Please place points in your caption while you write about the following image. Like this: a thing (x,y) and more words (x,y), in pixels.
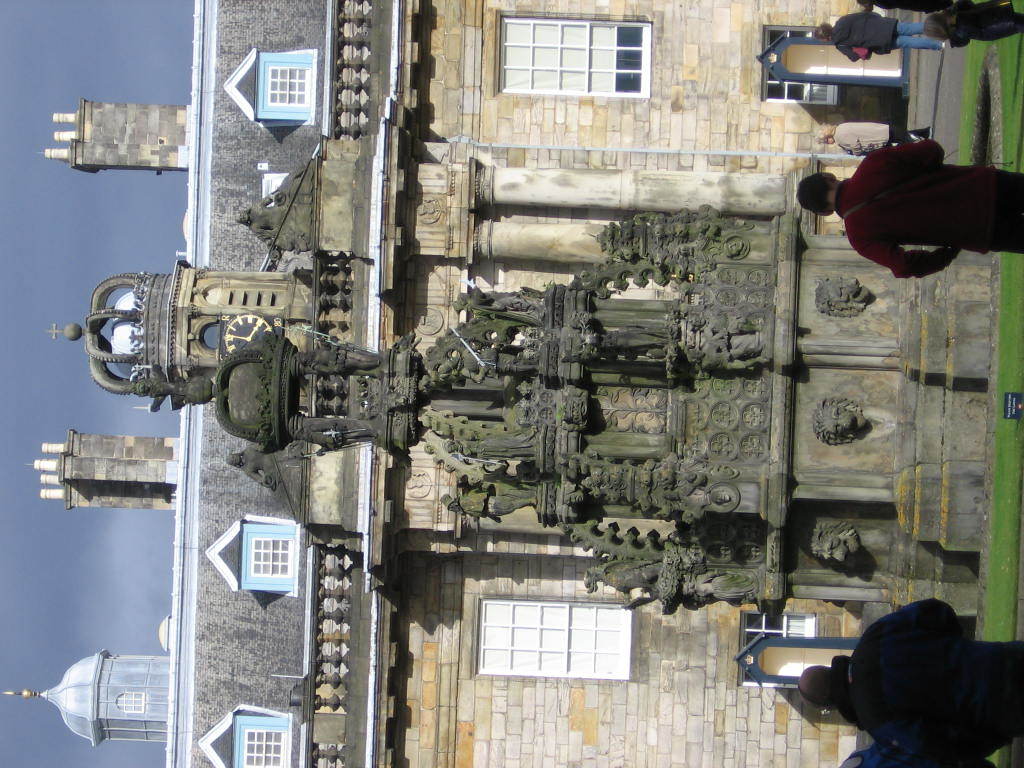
In this picture we can see few buildings (437,286) and group of people (993,36), and also we can see grass (996,502).
